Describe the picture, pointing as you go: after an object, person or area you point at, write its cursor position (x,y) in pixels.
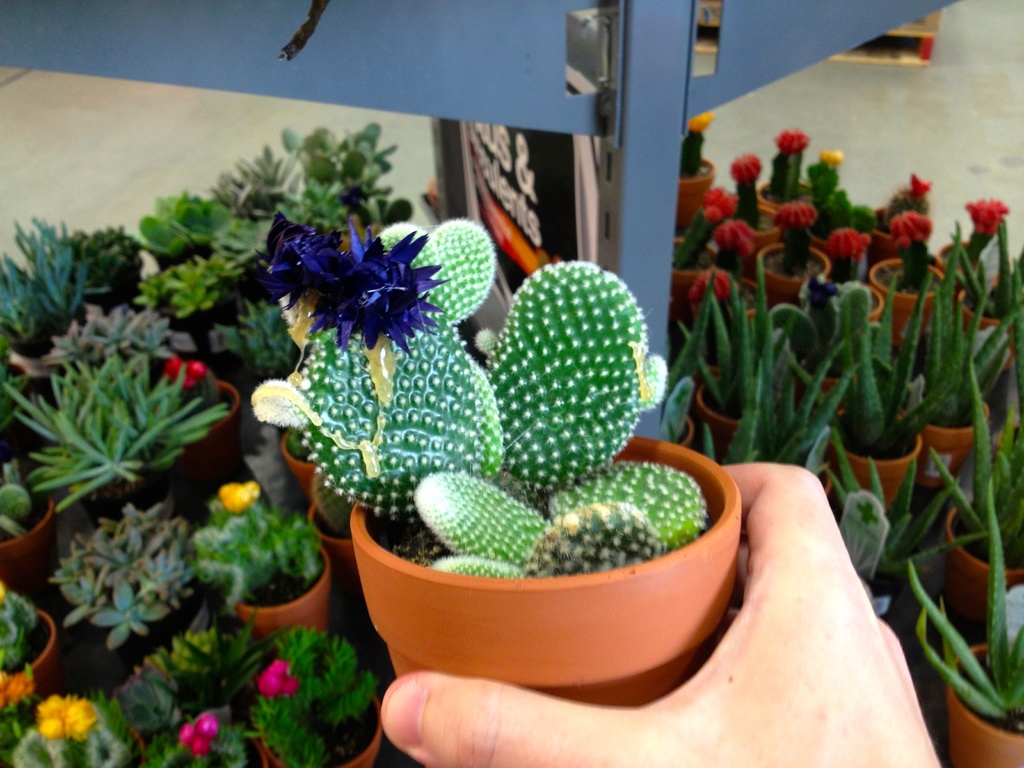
In the image I can see a plant pot (532,592) in a person's hand (684,698). In the background (510,200) I can see plant pots (232,399) and some other objects (505,185) on the ground (426,155).
